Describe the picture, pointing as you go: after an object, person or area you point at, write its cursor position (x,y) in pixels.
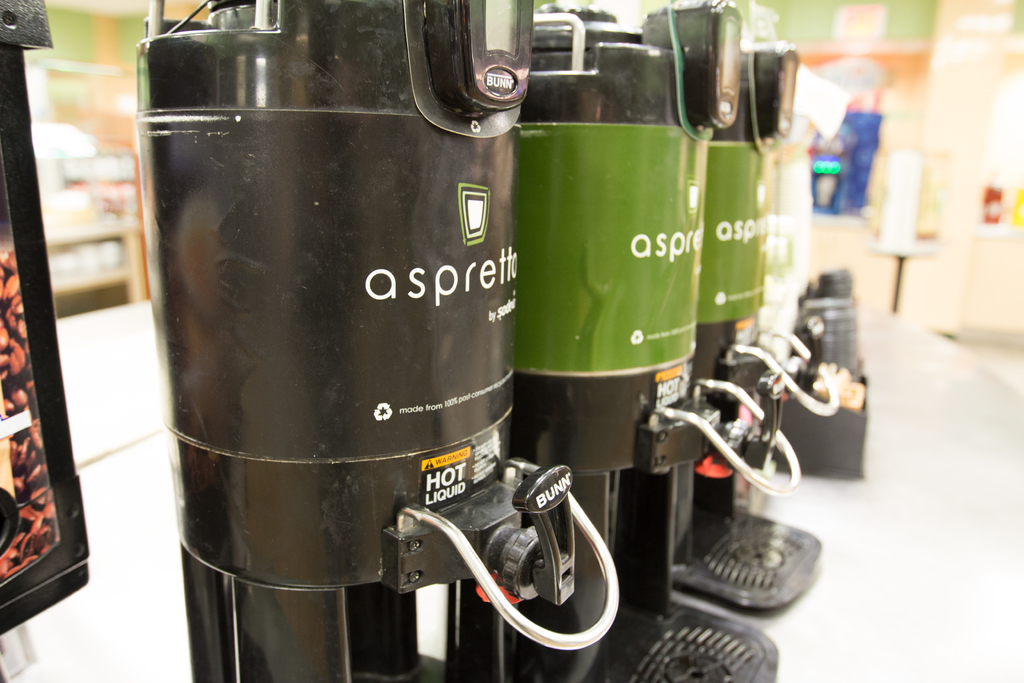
This image consists of machines (721,488). They look like coffee machine (459,475) kept in a line. At the bottom (892,566), there is a table (871,609). It looks like a coffee shop (807,88).
